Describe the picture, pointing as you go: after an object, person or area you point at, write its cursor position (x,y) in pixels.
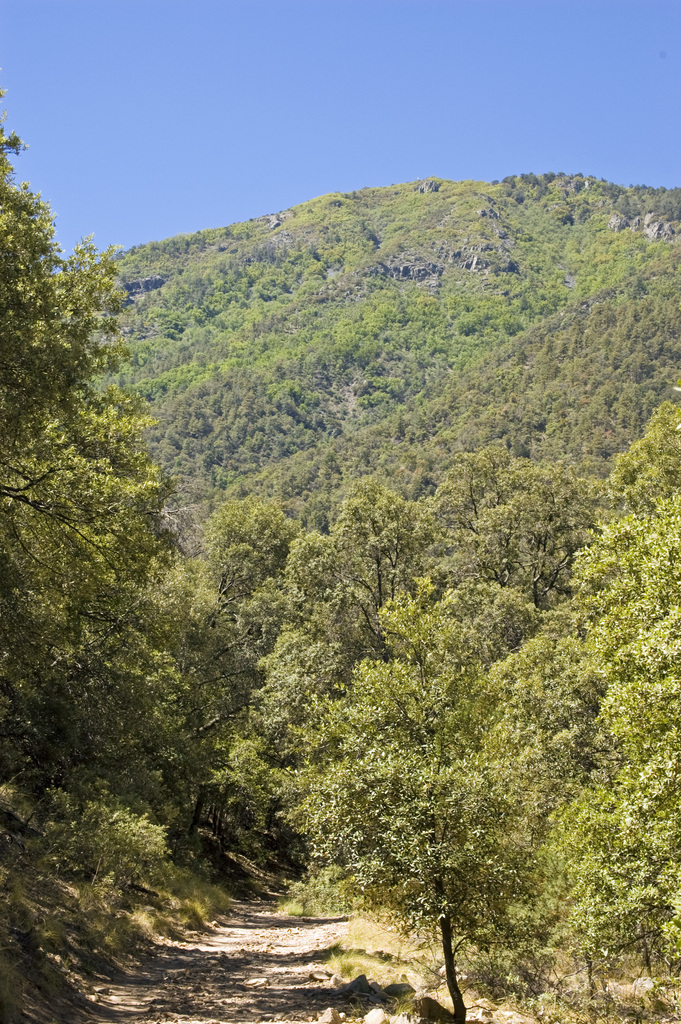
In this image we can see trees (320,674) and a mountain (365,385). At the top of the image (368,92), we can see the sky (319,97). At the bottom of the image (231,943), we can see the land (236,986).
